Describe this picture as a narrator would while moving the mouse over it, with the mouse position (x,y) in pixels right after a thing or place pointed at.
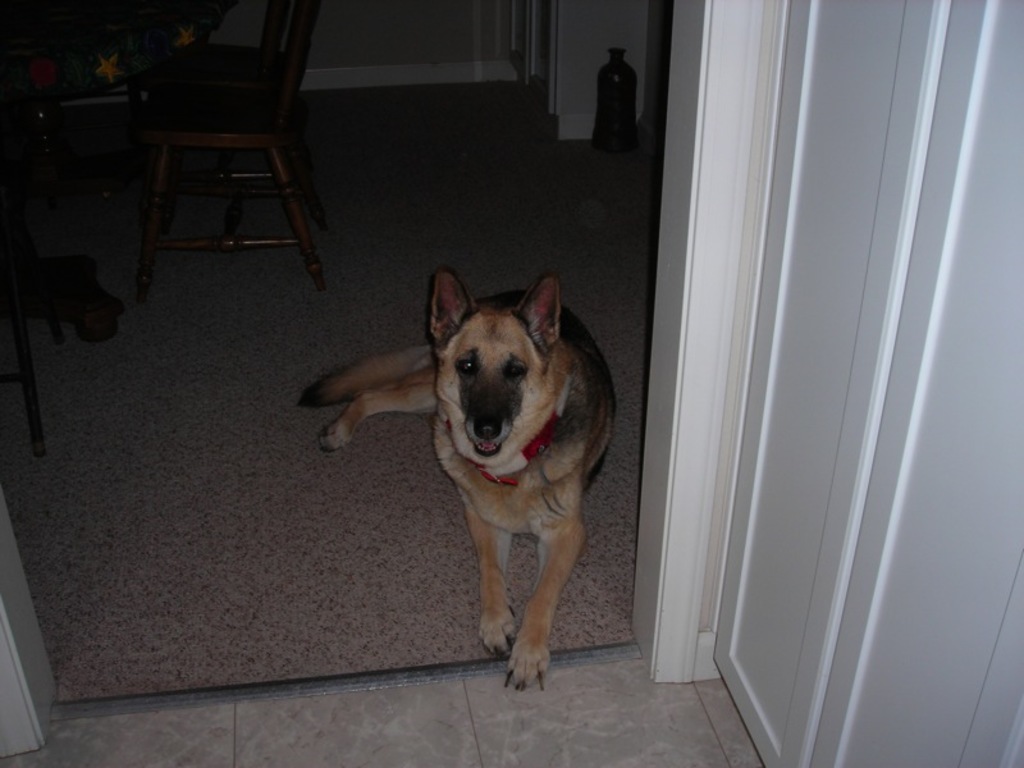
This dog (531,398) is highlighted in this picture. These are chairs (167,117). In-front of this chairs (225,127) there is a table (127,49). Far there is a bottle (622,95). This is door (914,355).
